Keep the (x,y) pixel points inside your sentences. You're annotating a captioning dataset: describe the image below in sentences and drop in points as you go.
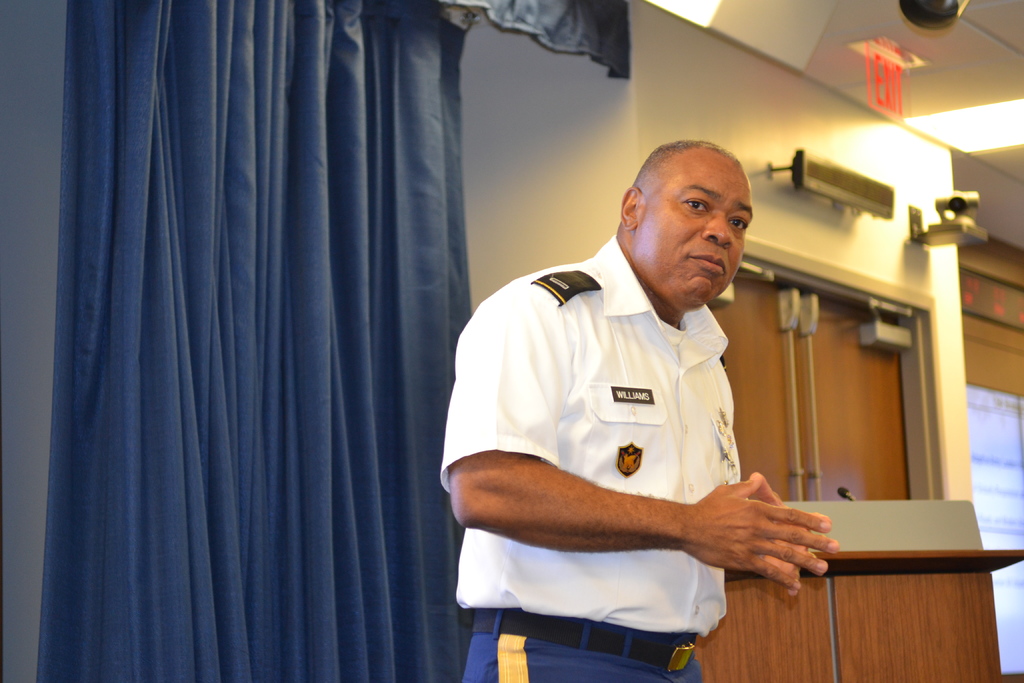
In the center of the image (609,412) we can see a person (605,427) is standing. In the background (778,406) there is a wall (560,214), curtain (312,211), door (777,388), wooden stand (863,614) and a few other objects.
